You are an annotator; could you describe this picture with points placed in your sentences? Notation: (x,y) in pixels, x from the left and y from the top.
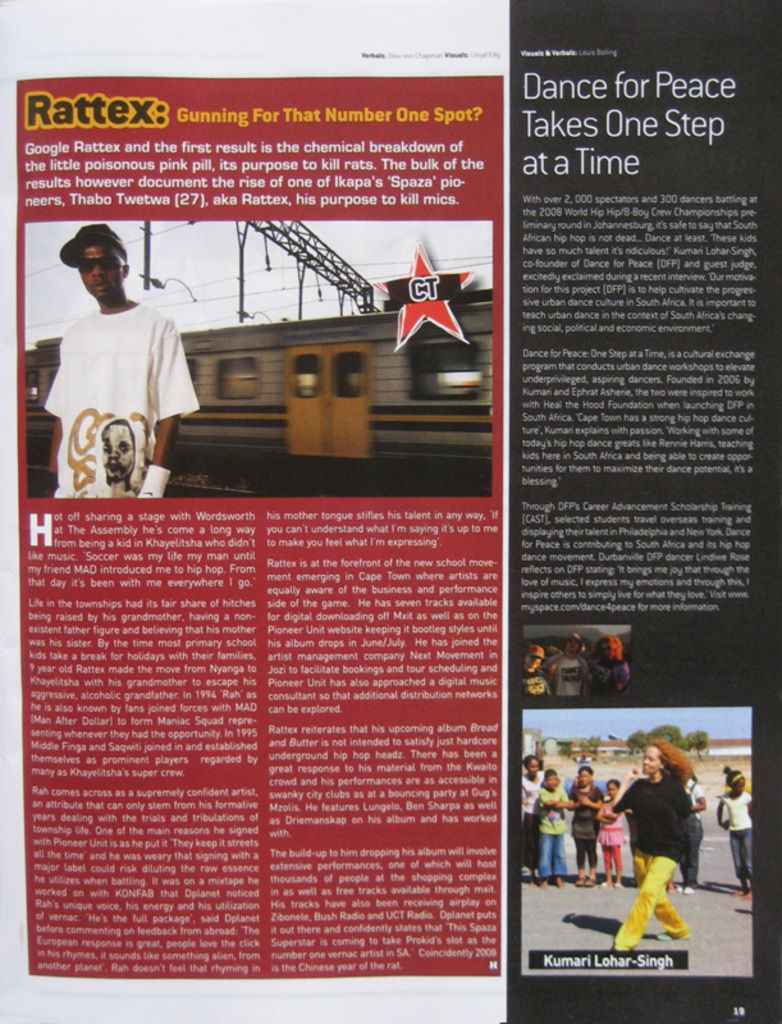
In this image there is a magazine article (323,558) with text (365,175) and pictures (200,397) of persons (166,367), train (309,372), metal rods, cables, trees (660,735) and buildings (626,742).
